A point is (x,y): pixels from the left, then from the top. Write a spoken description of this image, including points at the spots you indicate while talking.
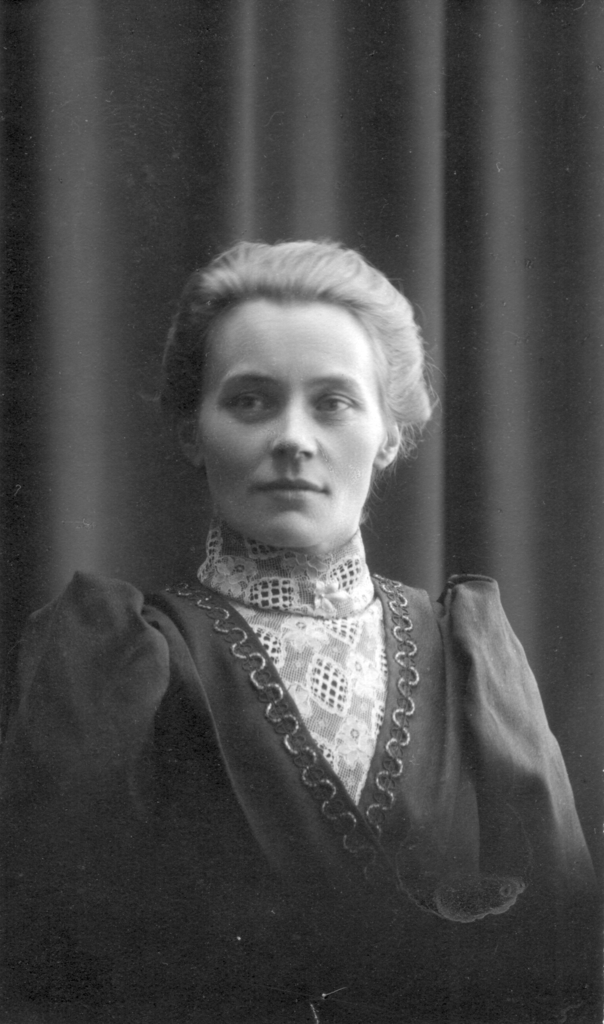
This is a black and white image. In this image we can see a lady (382,825). In the back (516,181) there is a cloth (152,216).
